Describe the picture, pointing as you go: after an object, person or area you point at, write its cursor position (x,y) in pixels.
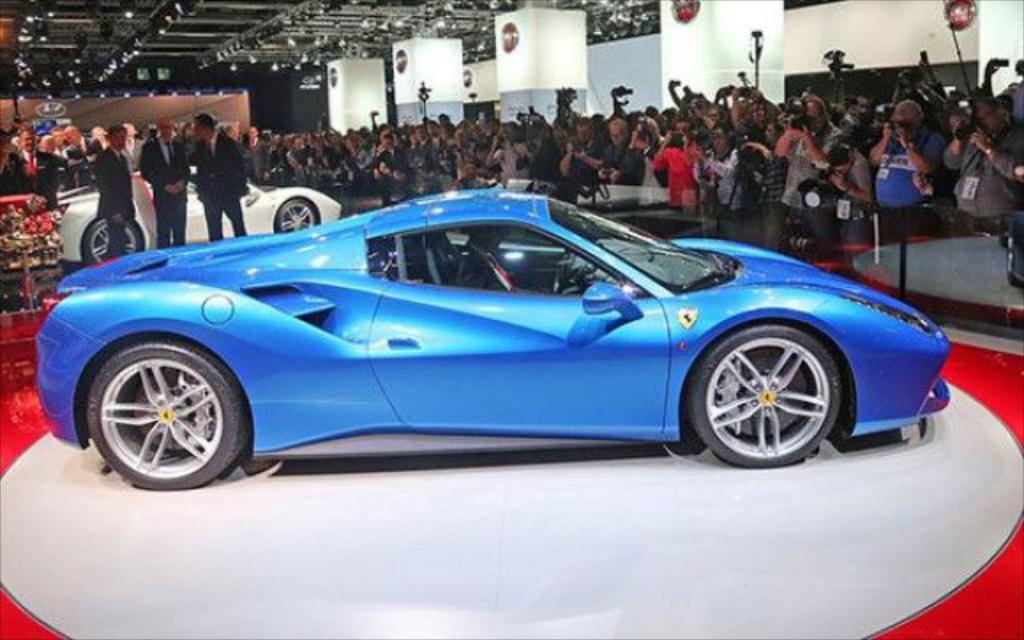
In the center of the image (558,360) we can see two cars (576,375). In the background of the image (204,189) we can see a group of people (421,154) are standing and some of them are holding cameras (789,126). At the top of the image (302,115) we can see pillars (506,96), wall (288,109), boards (51,116). At the top of the image (329,17) we can see lights (366,23) and roof (385,41). At the bottom of the image (358,574) we can see the floor (341,568).
